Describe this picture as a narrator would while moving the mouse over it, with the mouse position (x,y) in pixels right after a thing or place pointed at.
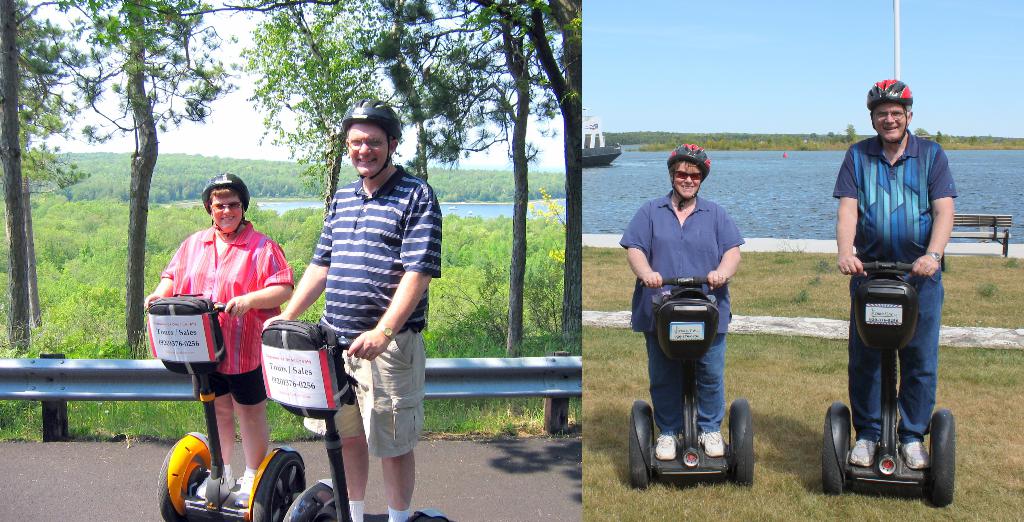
It is the collage of two images. In this image there is a couple (662,273) who are standing on the hoverboard (270,483). In the image on the right side (757,213) there is water (778,196) in the background (774,202). In the image on the left side (135,232) there are trees (12,164) and railing (34,372) in the background (52,377). In both the images the couple (336,308) are wearing the helmets (350,120).
